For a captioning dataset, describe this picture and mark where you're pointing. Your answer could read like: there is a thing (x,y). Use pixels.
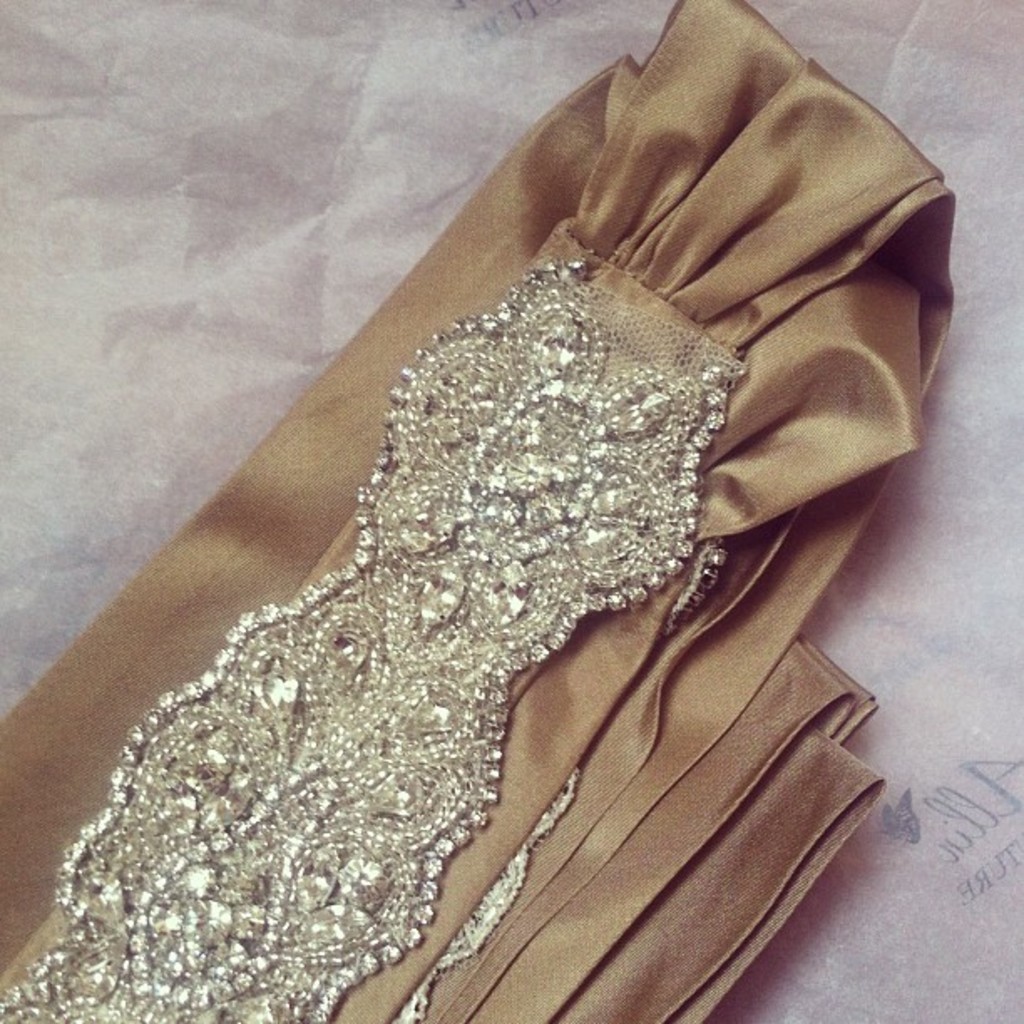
There is a cloth (515,570) present in the middle of this image (597,461). It seems like a paper (930,875) in the background (962,388).
